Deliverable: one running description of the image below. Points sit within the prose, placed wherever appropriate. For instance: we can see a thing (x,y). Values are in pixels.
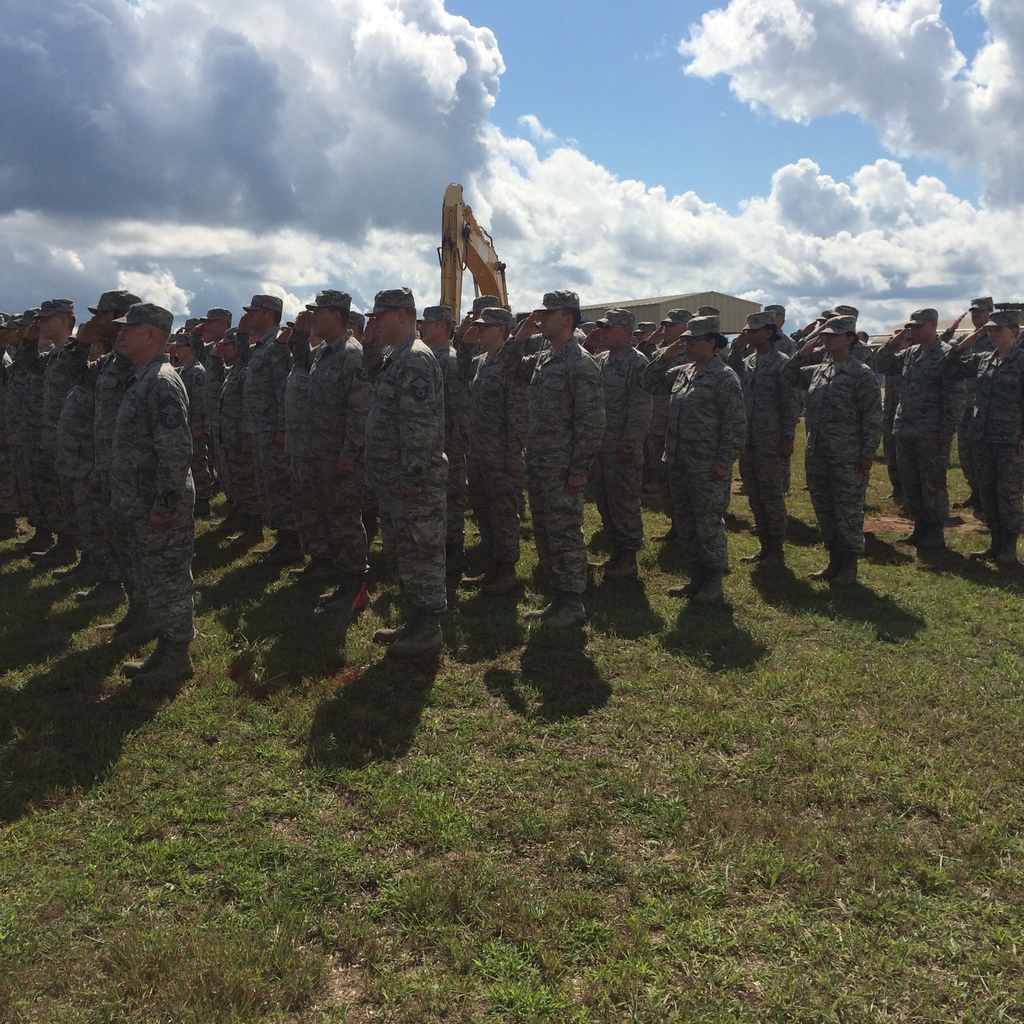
In this image I can see a group of soldiers (429,405) on the ground (533,640). In the background (683,242) I can see a crane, shed (708,298) and the sky (683,242). This image is taken may be during a day on the ground (452,667).
